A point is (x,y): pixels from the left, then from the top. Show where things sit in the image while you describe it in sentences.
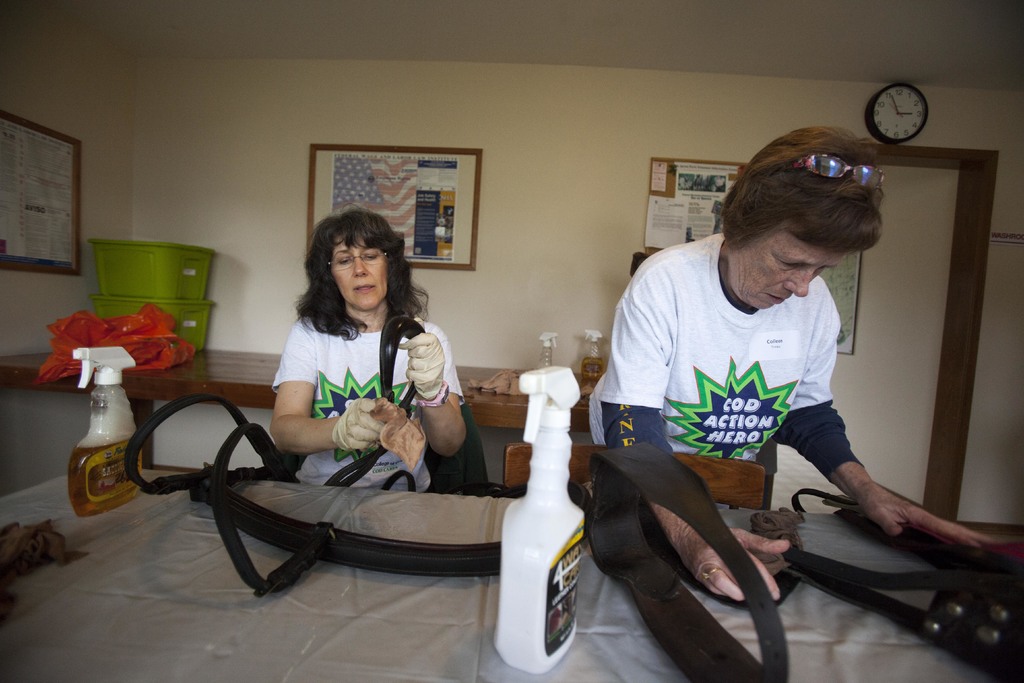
In this picture we can see two woman (644,436) one is sitting and one is standing they both wore spectacles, same T-Shirts (375,379) and in front of them there is table (854,538) and on table (816,660) we can see belt (666,573), bottle (522,562), cloth (23,553) and at back of her we can see baskets (182,268), wall (297,136), frames (317,149), watch (914,109).
